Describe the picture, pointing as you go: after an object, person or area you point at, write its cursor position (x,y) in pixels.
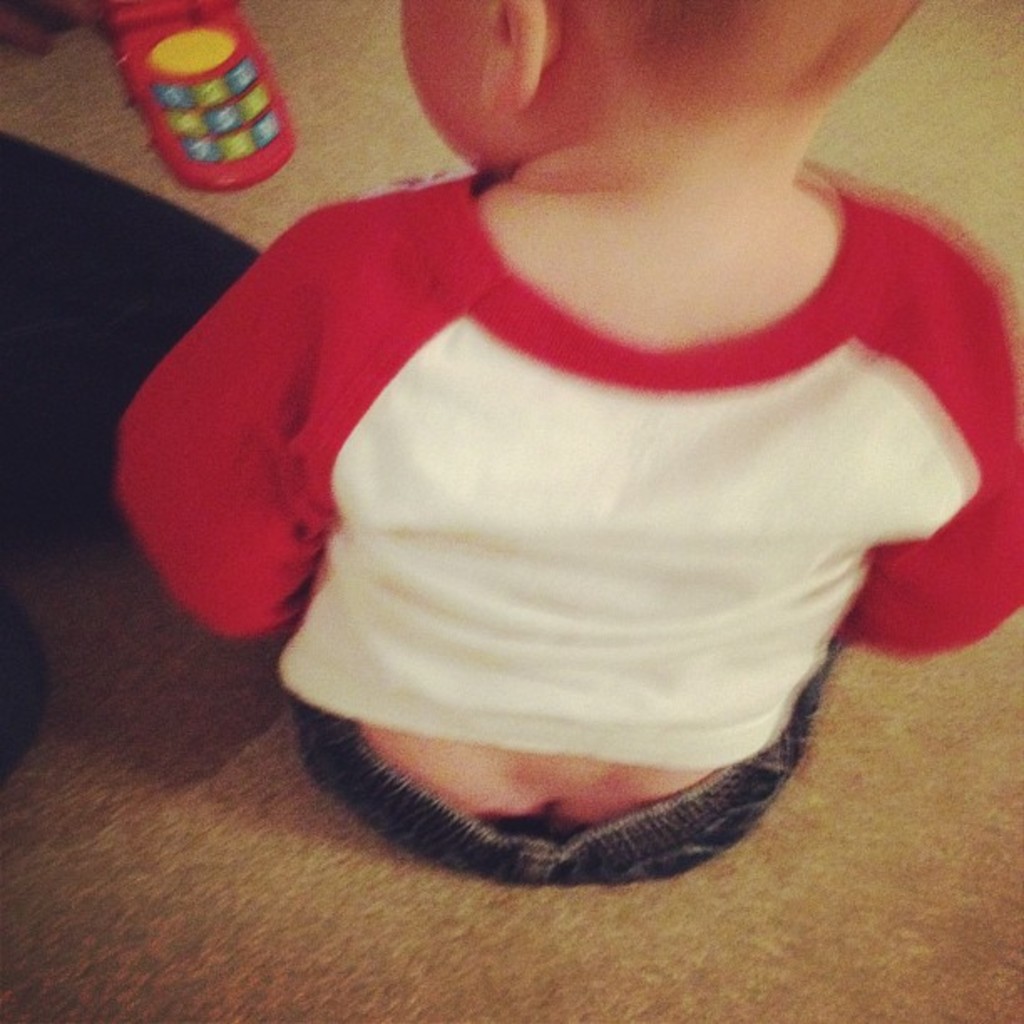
In this image we can see a kid (537,559) sitting on the floor (570,973), and there is a toy cell phone (162,95).
